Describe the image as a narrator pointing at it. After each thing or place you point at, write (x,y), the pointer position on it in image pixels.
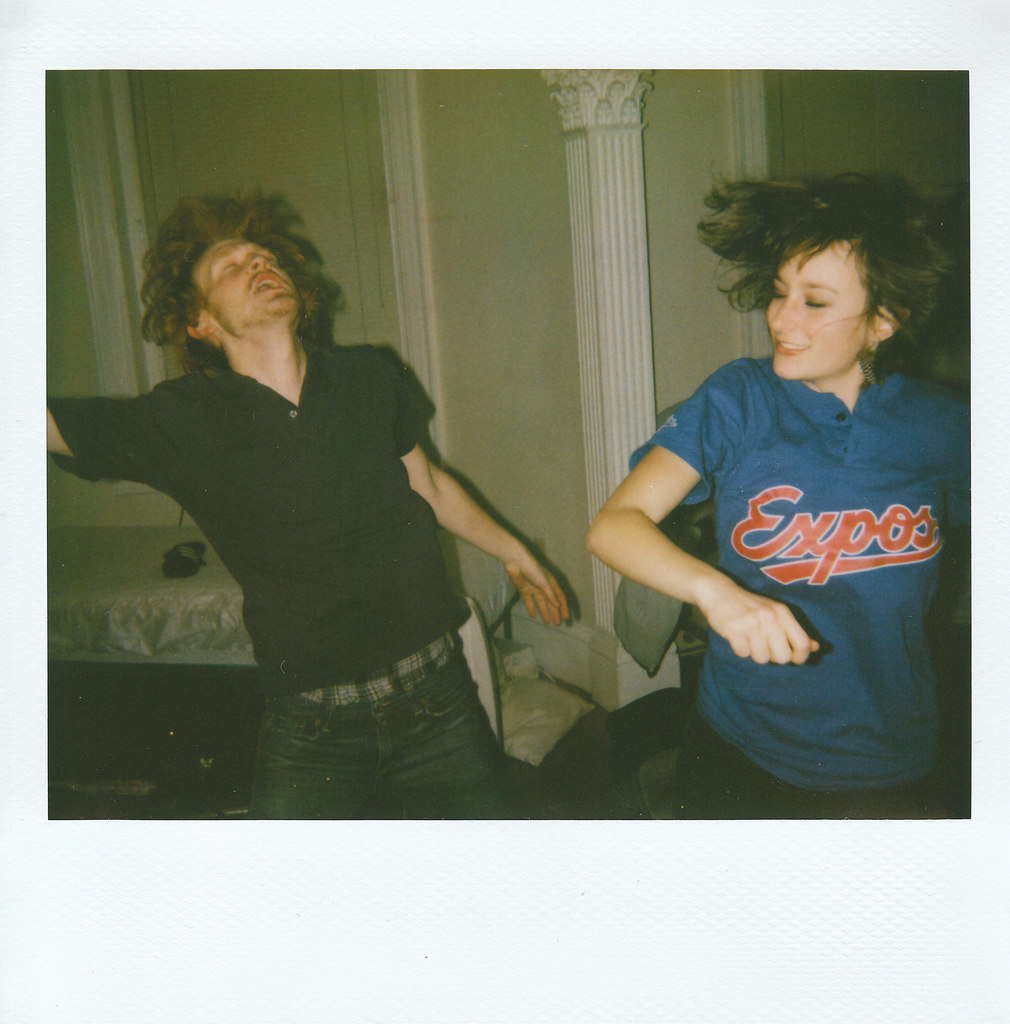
In this picture there is a girl (851,325) and a boy (298,355) in the image, they are dancing and there is a pillar (575,190) and a bed (145,664) in the background area of the image (242,601).
